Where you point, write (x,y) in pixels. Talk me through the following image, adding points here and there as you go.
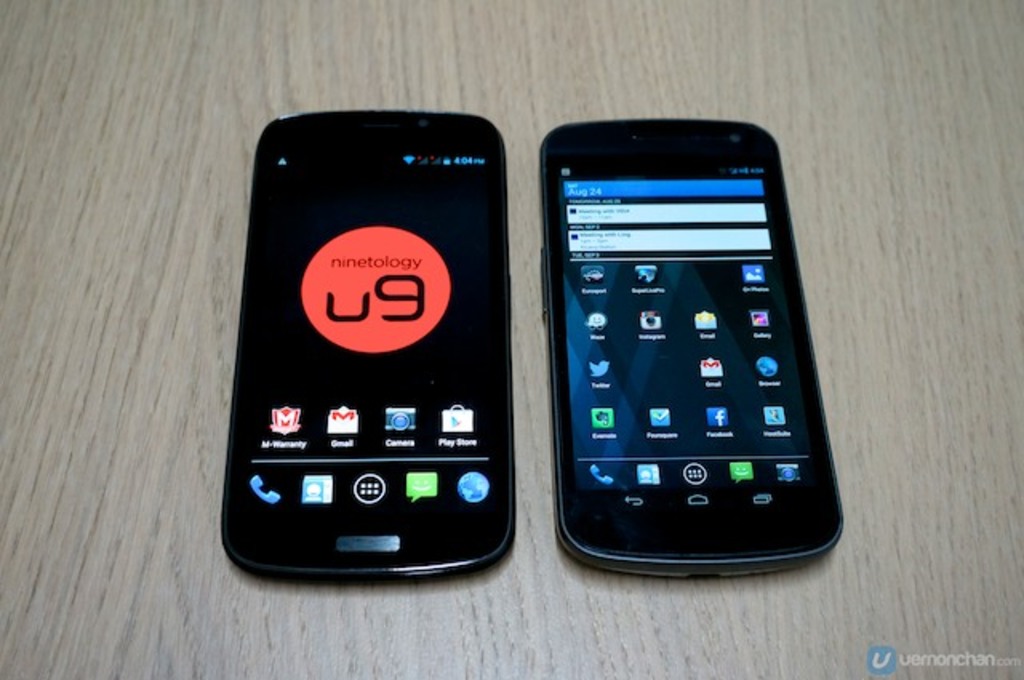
In this image I can see two mobiles (342,381) on the table (100,296) and the table (126,287) is in brown color.
